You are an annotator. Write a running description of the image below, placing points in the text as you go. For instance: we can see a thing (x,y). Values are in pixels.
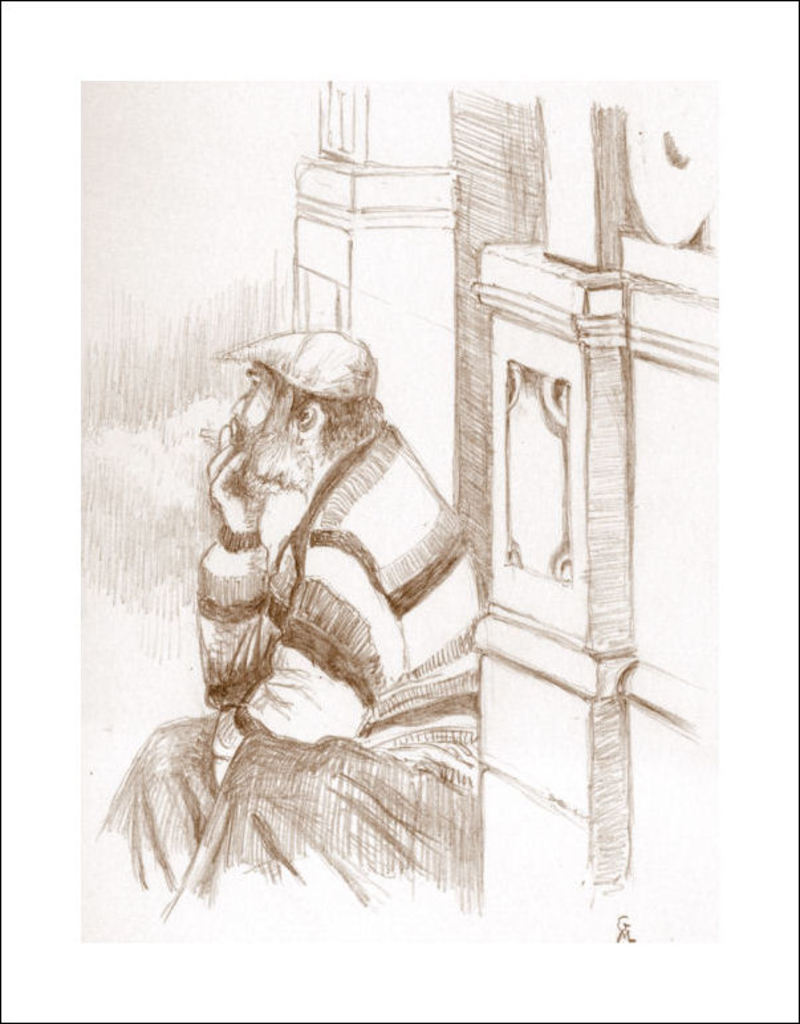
In this picture we can see a drawing (158,634) of a man (328,424) sitting and the wall (506,518).
